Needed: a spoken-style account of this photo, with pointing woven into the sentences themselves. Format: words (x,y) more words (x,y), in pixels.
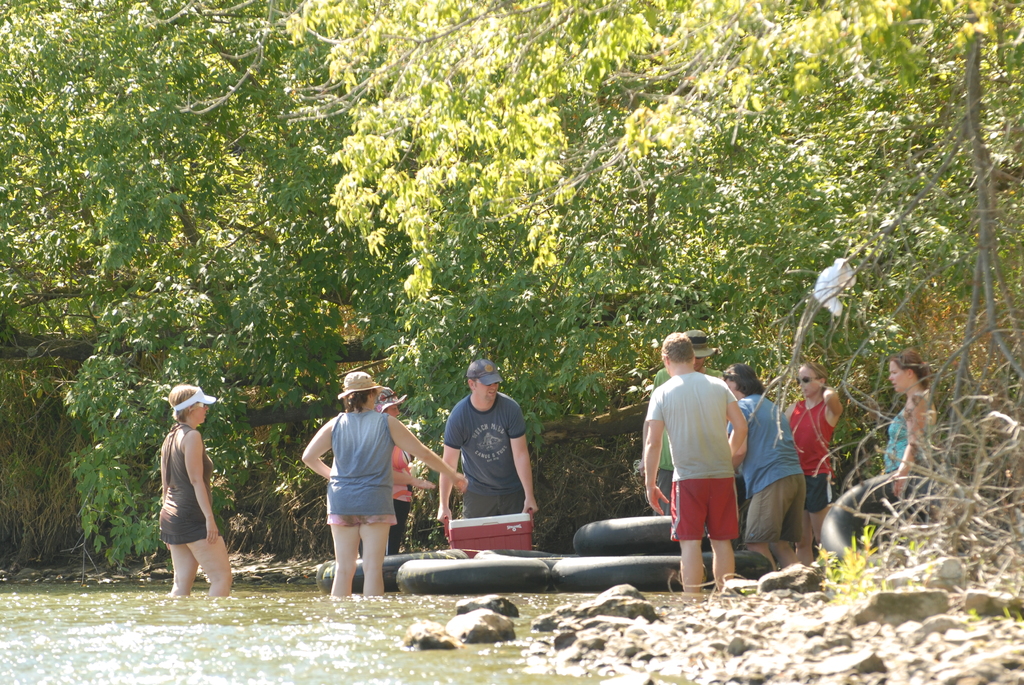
In this image, we can see a group of people (808,427). Few people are standing in the water (523,657). Here a person (524,498) is holding a box (480,534). Here we can see tubes (390,584). At the bottom (450,668), we can see stones (816,620), plants (1006,615) and water (248,647). Background (871,304) we can see trees (501,286).
